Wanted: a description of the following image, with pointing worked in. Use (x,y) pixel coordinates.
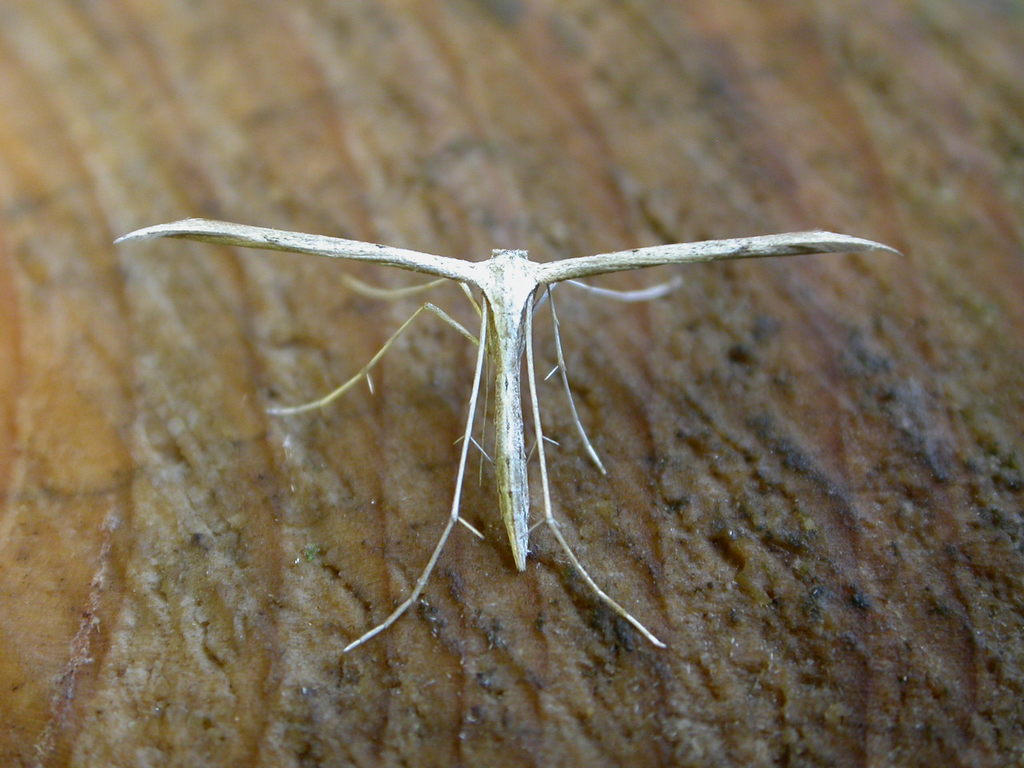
In this picture I can see an insect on an object (728,302).
